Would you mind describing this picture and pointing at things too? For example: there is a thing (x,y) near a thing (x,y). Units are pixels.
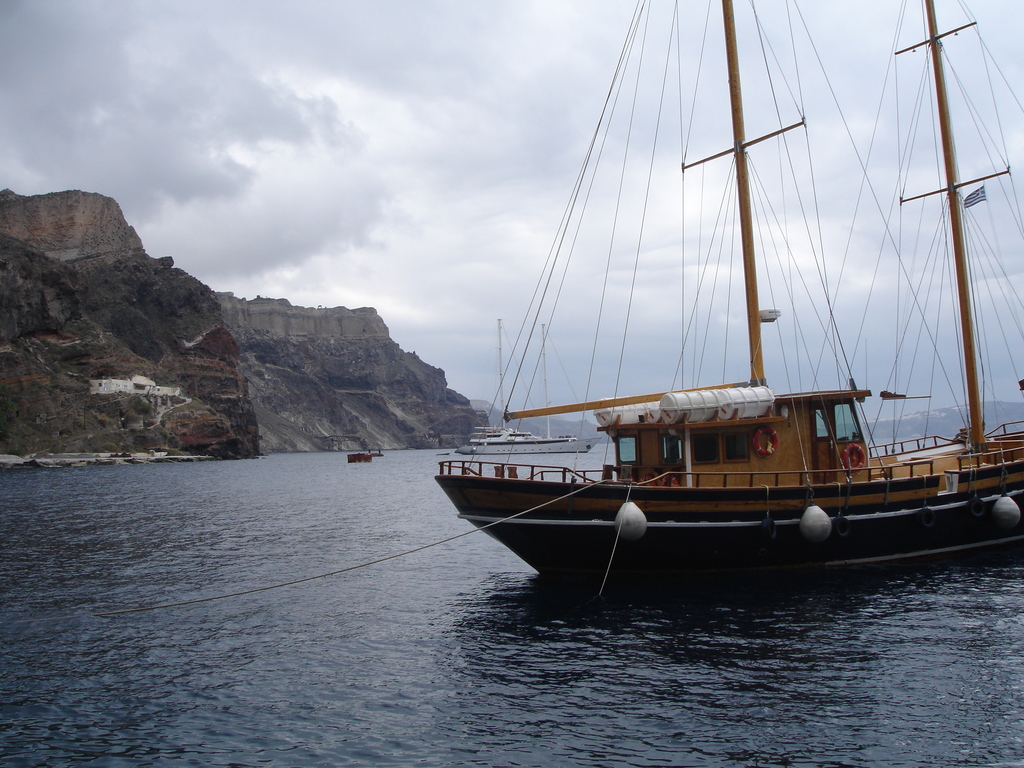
In this image I can see this is water (448,606), on the right side (778,484) there is a ship (781,436). On the left side (208,295) there are hills (289,316), at the top (359,132) it is the sky (352,121).
